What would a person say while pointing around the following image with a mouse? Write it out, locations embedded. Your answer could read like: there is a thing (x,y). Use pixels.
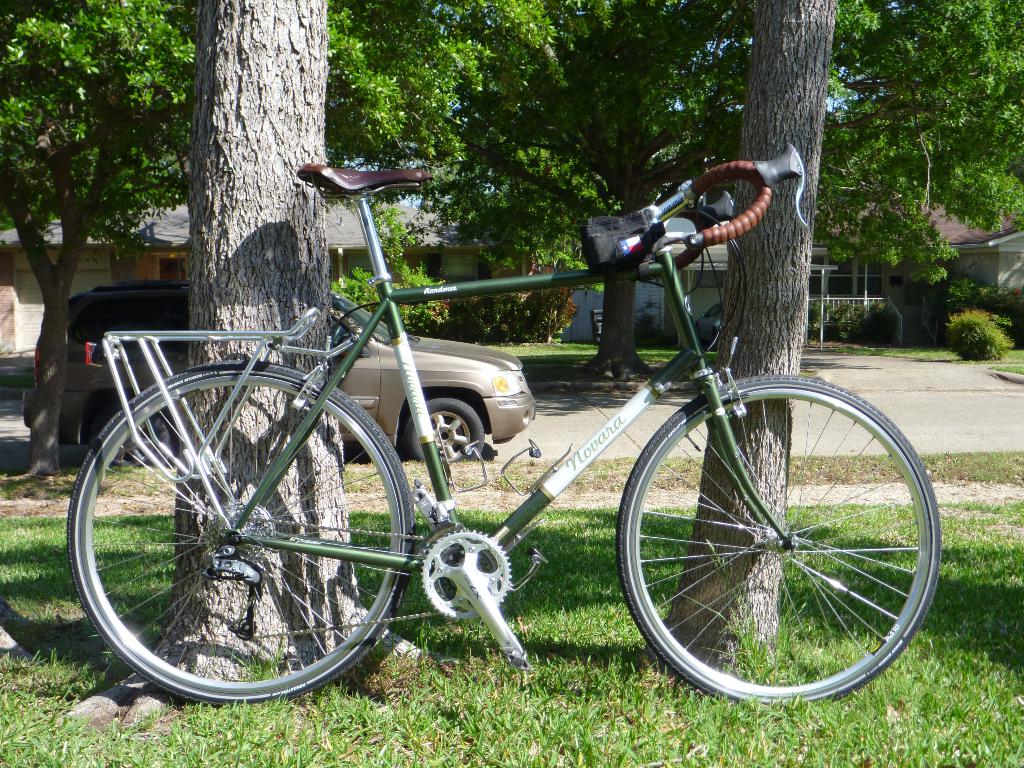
In this picture there are buildings (97,266) and trees (797,78). In the foreground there is a car (69,351) on the road (818,364) and there is a bicycle (112,626) on the grass (655,587). At the top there is sky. At the bottom (571,584) there is a road (612,399) and there is grass (400,624).
